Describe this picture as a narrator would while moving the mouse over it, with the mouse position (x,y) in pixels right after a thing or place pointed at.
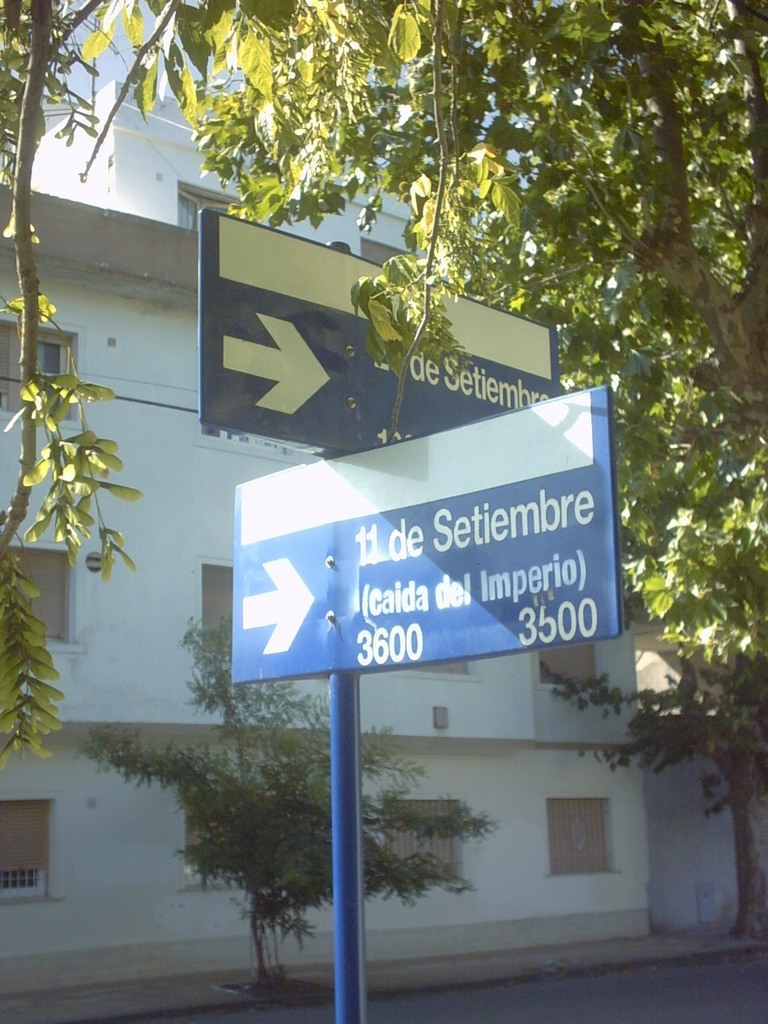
In this picture we can see blue direction board (368,578) in front (503,591). Behind we can see the tree (664,286) and a white color house (146,546).
